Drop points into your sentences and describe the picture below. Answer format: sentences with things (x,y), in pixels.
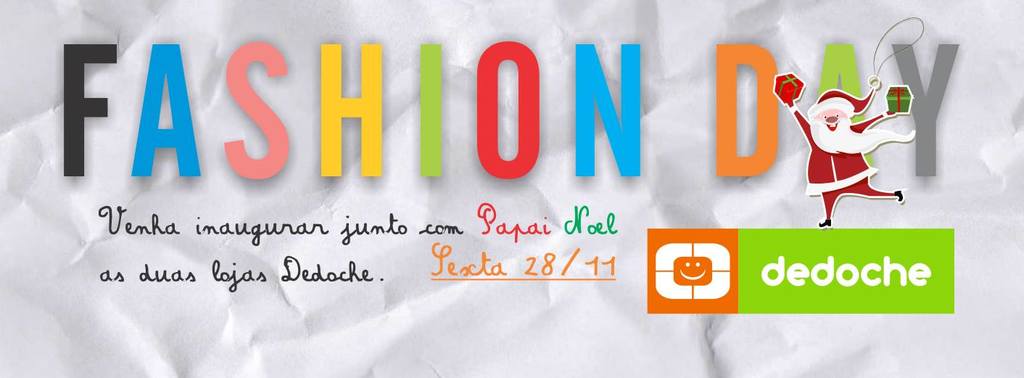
In this image I can see a text (492,110), logo (805,257) and a person (837,181) is holding gifts (781,83) in hand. This image looks like a board (160,266).
